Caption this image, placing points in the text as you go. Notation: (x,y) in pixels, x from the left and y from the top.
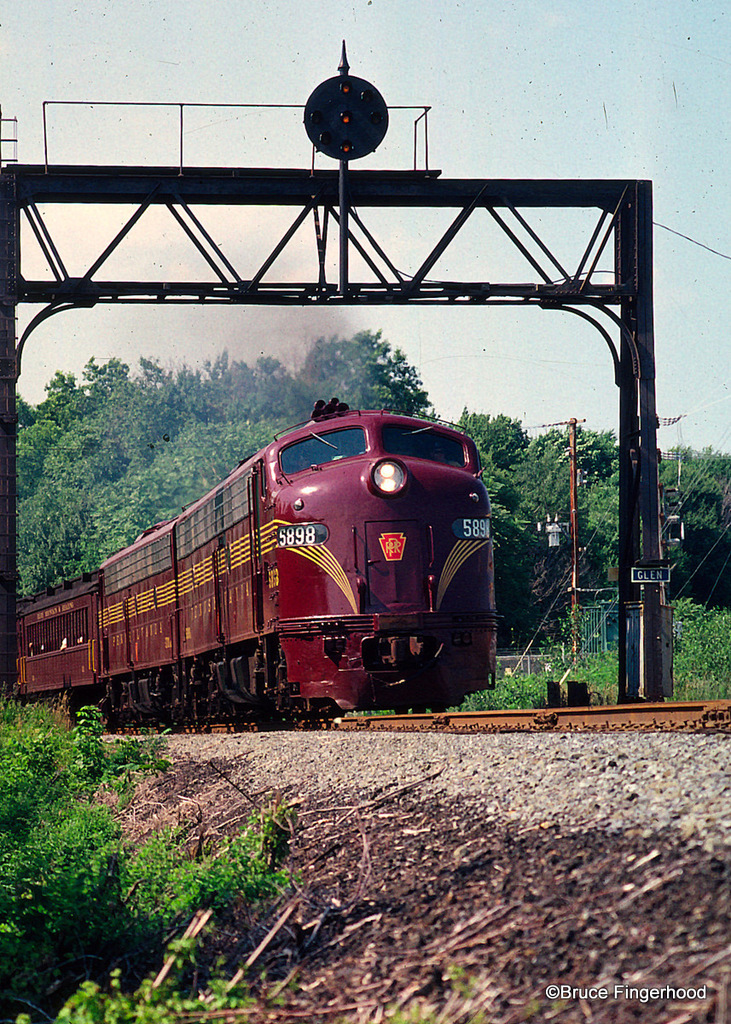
This image consists of a train (308,596) in red color. At the bottom (597,723), there are tracks (603,730). To the left (52,875), there are small plants (55,808). In the background (269,368), there are many trees (315,368).
